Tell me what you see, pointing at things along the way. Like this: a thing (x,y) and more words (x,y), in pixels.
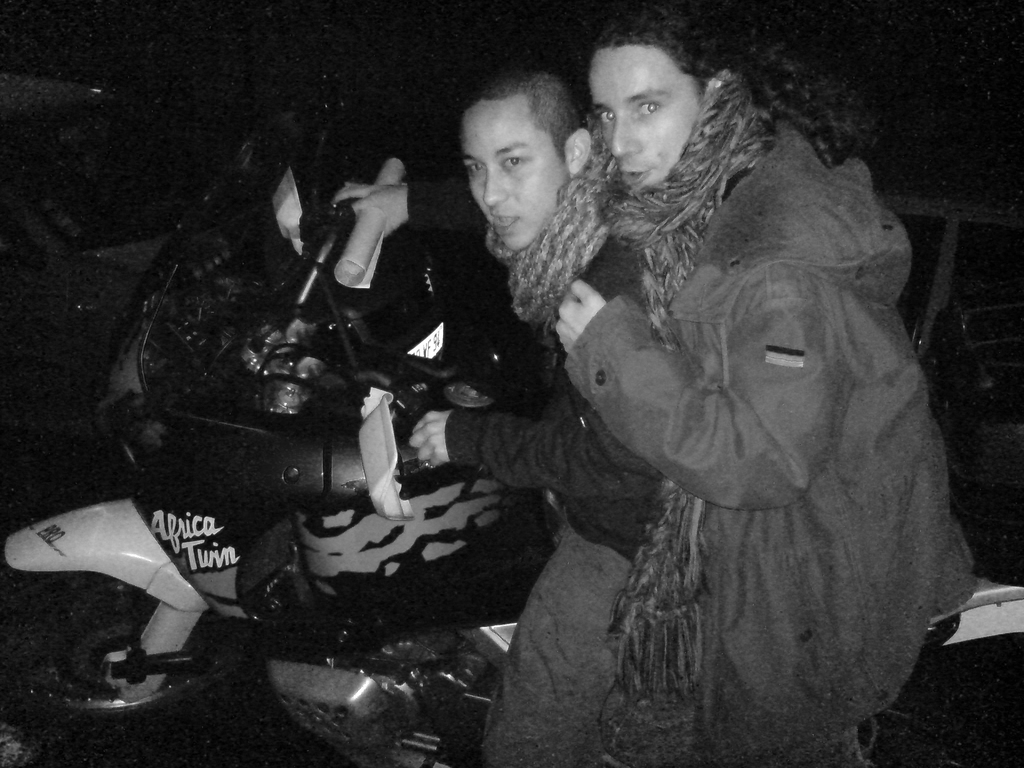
This is black and white picture where we can see two men (725,442) are sitting on bike (407,594).
